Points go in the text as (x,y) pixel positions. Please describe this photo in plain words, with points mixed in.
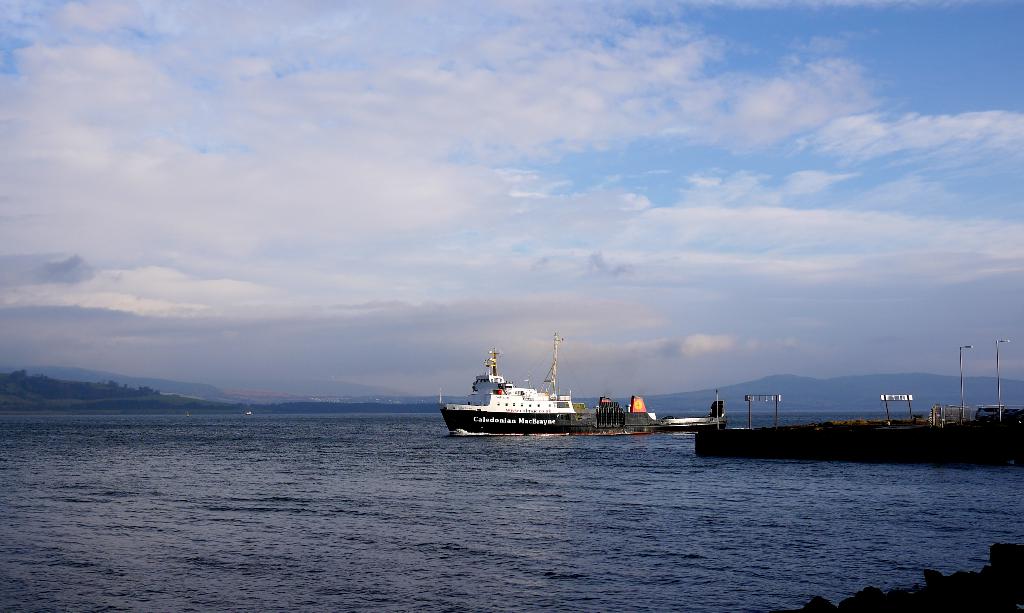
This is an outside view. Here I can see an ocean (425,478). In the middle of the image (482,405) there is a ship (486,423) on the water (361,453). On the right side (813,445) there are few poles (961,404) on the ground (974,436). At the top of the image (778,174), I can see the sky (475,187) and clouds (370,217).
